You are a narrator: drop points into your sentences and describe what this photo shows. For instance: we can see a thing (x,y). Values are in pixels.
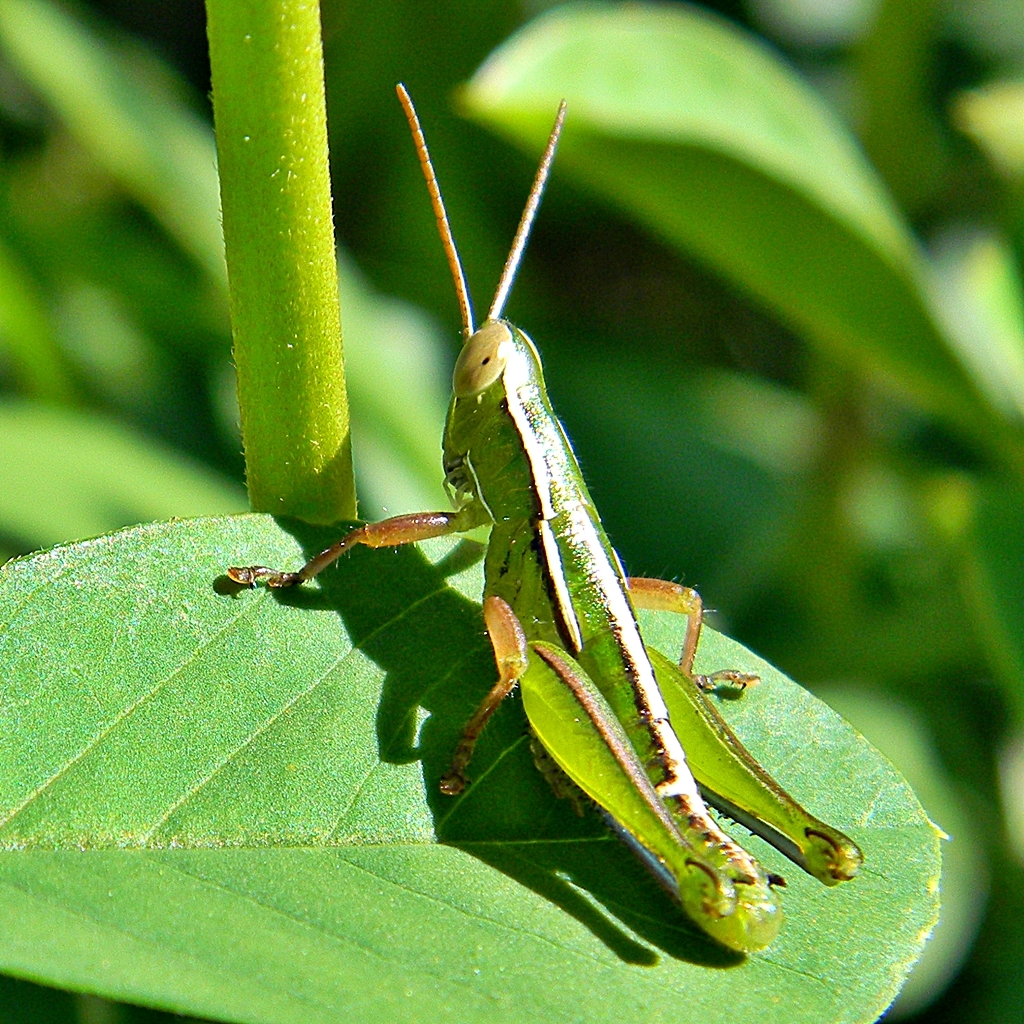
There is an insect (561,798) on a leaf (314,722) we can see at the bottom of this image (325,750), and there is a stem (258,159) and other leaves (776,455) in the background (741,388).
